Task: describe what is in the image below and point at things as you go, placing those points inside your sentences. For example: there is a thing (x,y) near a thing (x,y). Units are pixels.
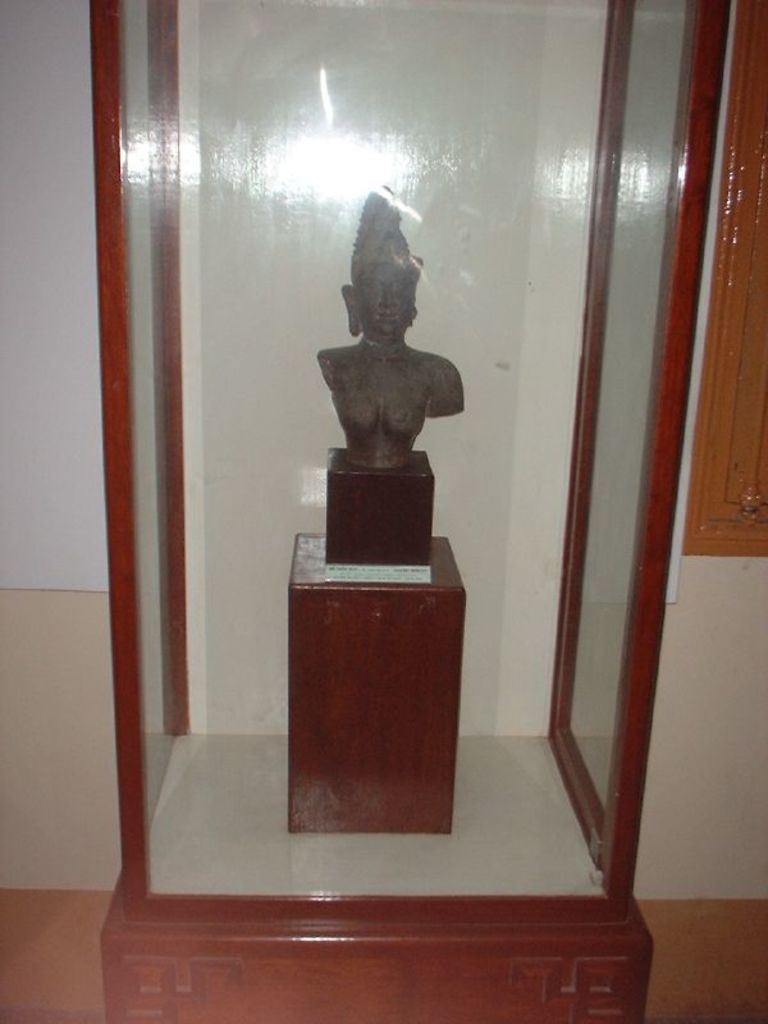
In this image we can see the sculpture (363,394) on the stand (407,511) which is placed inside a glass container (501,730). On the backside (535,719) we can see a wall (694,608).
